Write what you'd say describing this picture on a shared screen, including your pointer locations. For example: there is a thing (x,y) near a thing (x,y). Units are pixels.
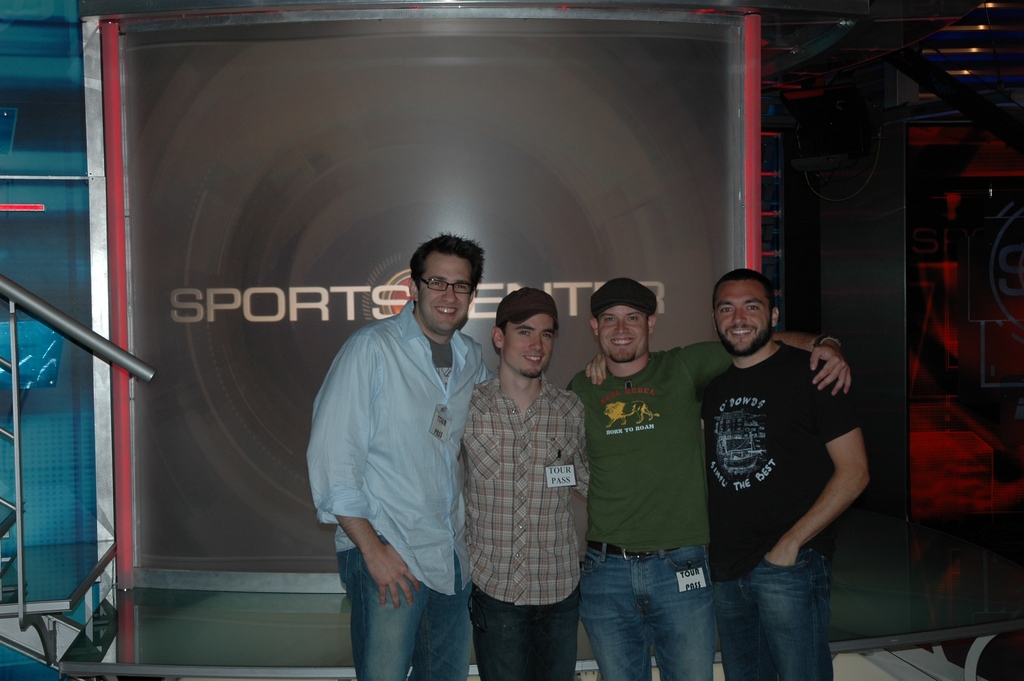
In the center of the image (390,395) there are four persons (659,399) standing. In the background of the image (150,564) there is some banner (229,564) with text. To the left side of the image (16,281) there is a railing (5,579).
